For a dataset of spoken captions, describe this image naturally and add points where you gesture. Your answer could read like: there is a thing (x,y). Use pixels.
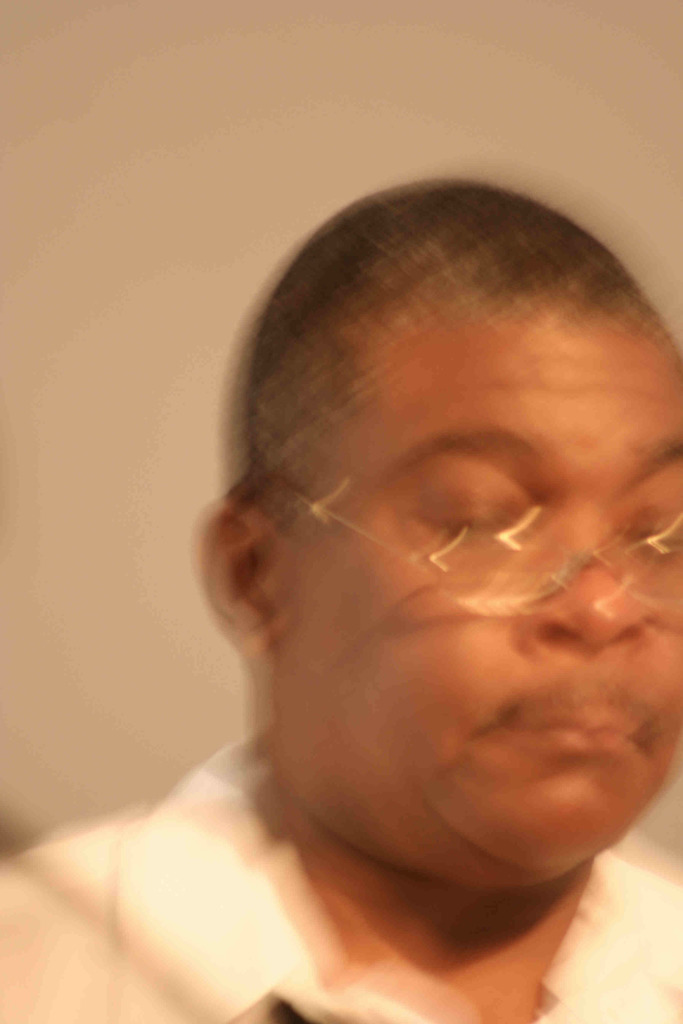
In this picture we can see a man (390,592), he wore spectacles (436,560).
